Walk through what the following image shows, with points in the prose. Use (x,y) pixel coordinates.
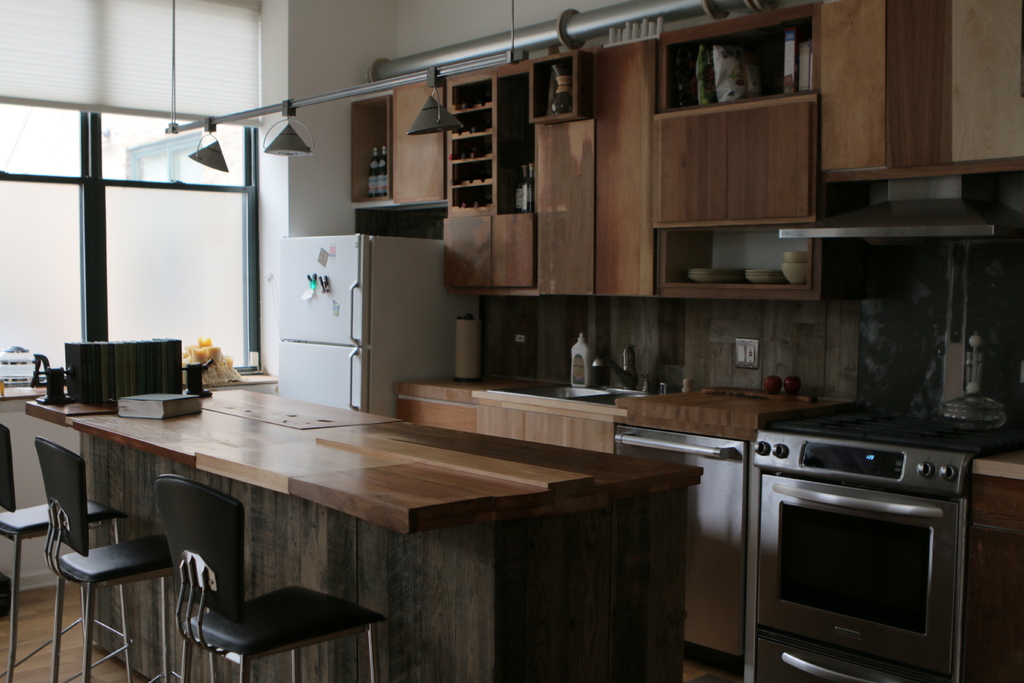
This is an inside view of a kitchen (489,284) and here we can see a refrigerator (372,307), sink (636,385), dish washer (689,462), a counter table (368,449), chairs (284,619) and some objects (135,376) and a book (182,408) are placed on the table (351,465). At the top (268,108), there are lights (442,116) and we can see some objects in the cupboard (531,143) and there is roof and we can see a window (175,208).
